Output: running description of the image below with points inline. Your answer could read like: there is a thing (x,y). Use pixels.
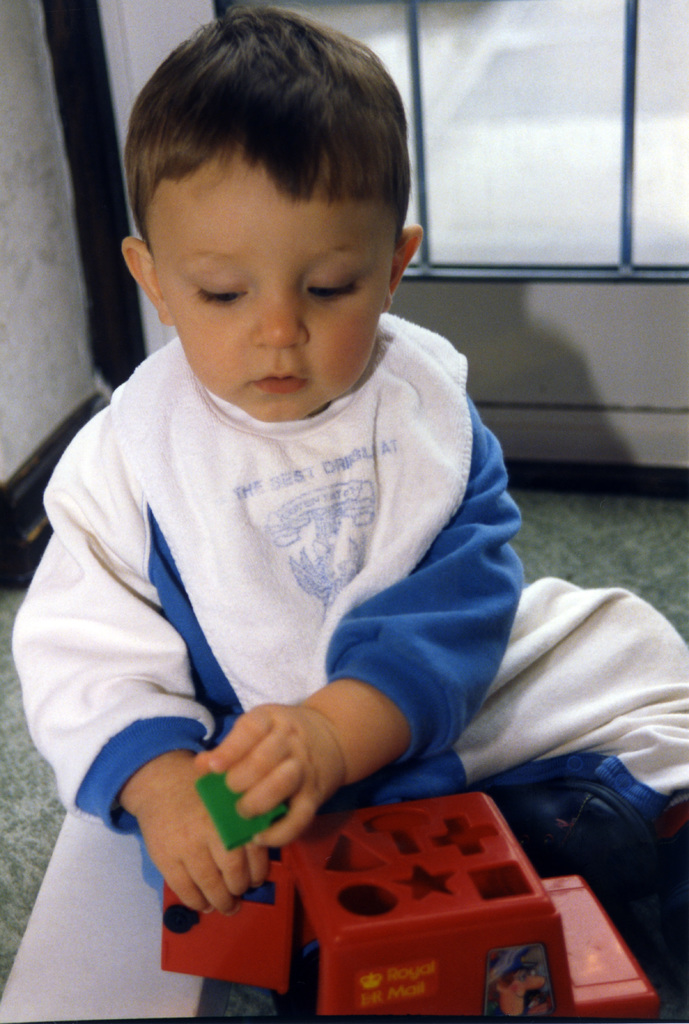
In this picture there is a boy (81,728) sitting on the floor (31,817) and holding a toy (274,859) and an object (201,788). In the background of the image (527,78) we can see wall (39,321) and glass window (418,43).
